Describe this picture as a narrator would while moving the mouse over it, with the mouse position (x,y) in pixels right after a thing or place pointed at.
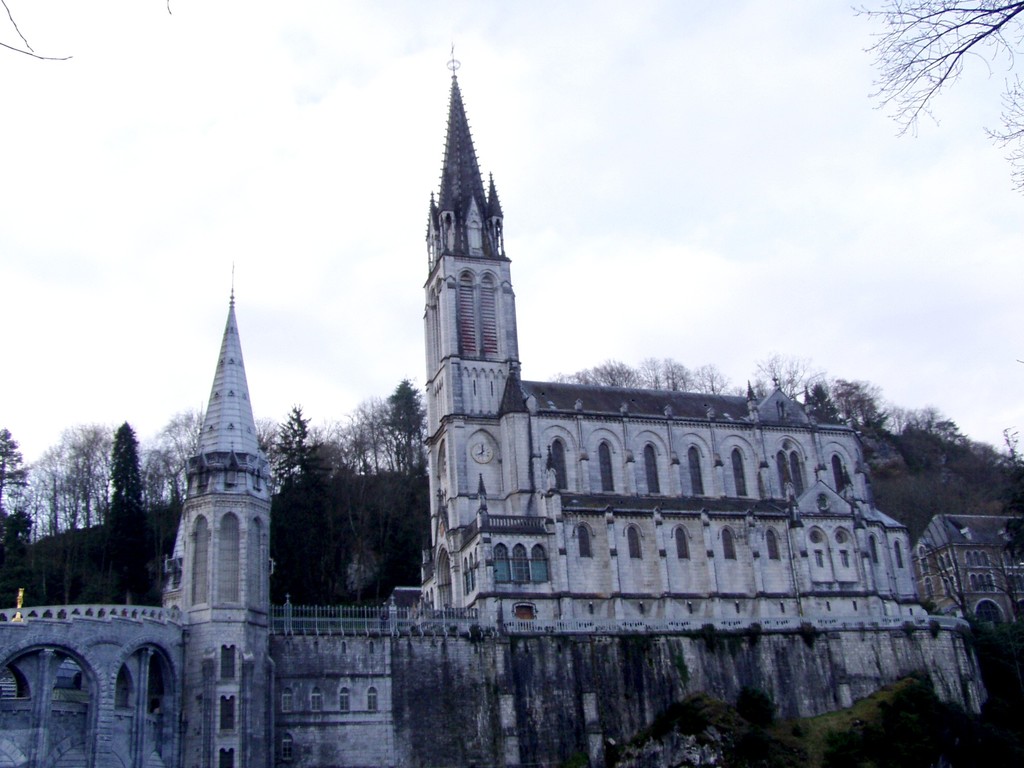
In this image I can see a church (699,536) which is white and black in color, a clock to the church (505,451), few trees (765,708) which are green in color and a mountain (926,433). In the background (331,359) I can see a building (1023,597) and the sky (959,389).
